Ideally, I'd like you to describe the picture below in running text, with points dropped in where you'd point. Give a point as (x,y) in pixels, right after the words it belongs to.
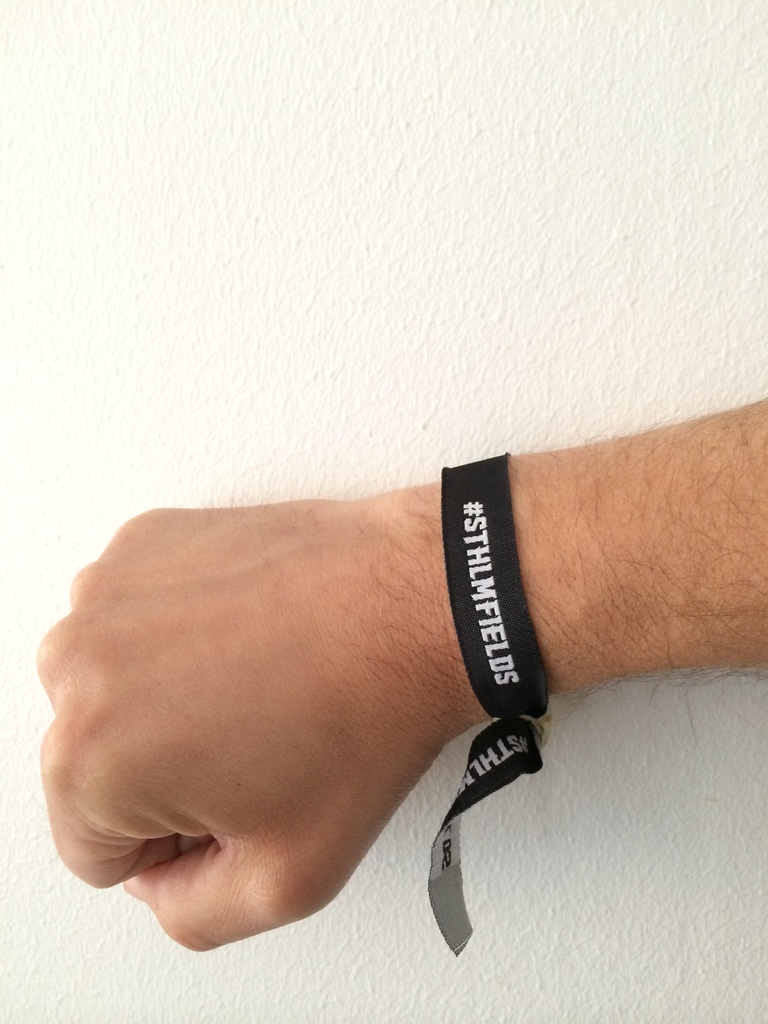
In this image I can see a hand (215,758) of a person (678,435) with a black band (494,748) on it.
